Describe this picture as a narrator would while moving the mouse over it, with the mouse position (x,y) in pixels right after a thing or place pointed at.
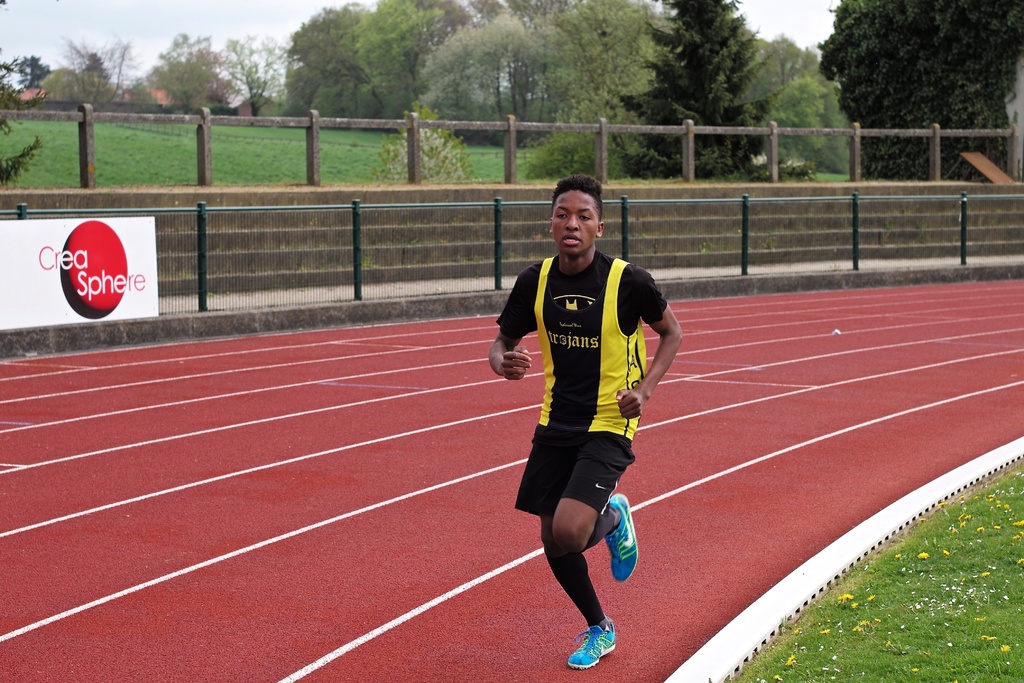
In this image we can see a man (559,448) running on the ground (502,626). We can also see some grass (948,582), flowers (949,590), a fence (320,253), the staircase (294,236), a barricade (323,268), a board (24,296) with some text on it, a group of trees (620,154) and the sky (266,38) which looks cloudy.
